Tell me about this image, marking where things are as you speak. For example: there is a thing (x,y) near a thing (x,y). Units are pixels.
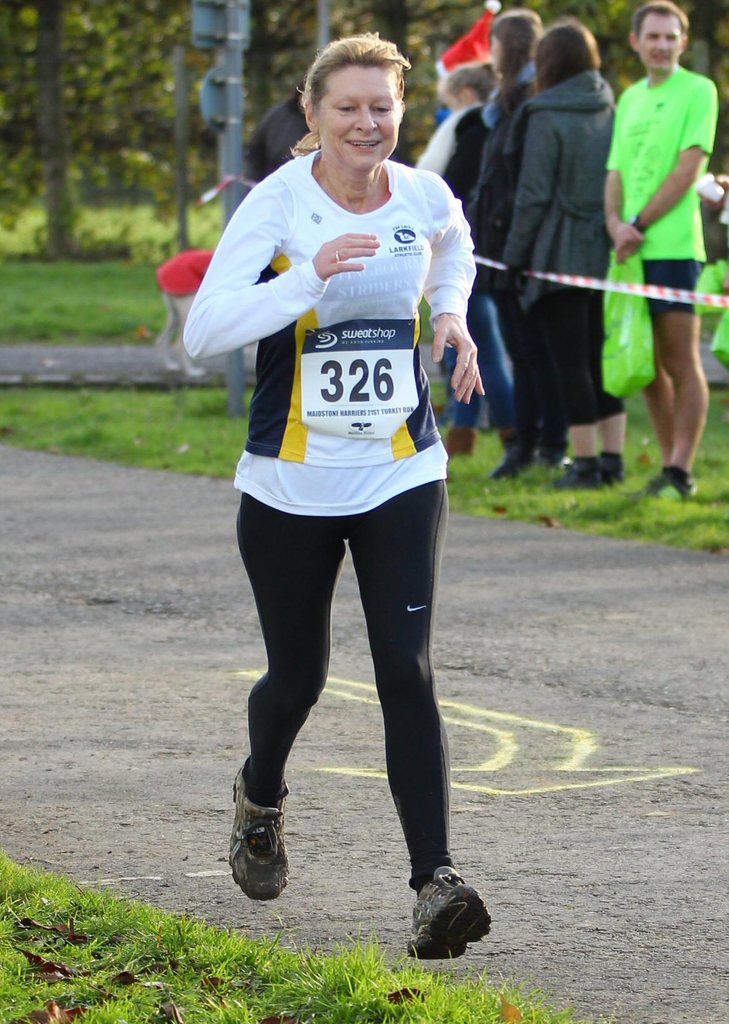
This picture shows a woman (259,715) running and we see few people (522,251) standing on the side and we see a pole (229,63) and trees (204,143) and grass (9,273) on the ground (36,630).
